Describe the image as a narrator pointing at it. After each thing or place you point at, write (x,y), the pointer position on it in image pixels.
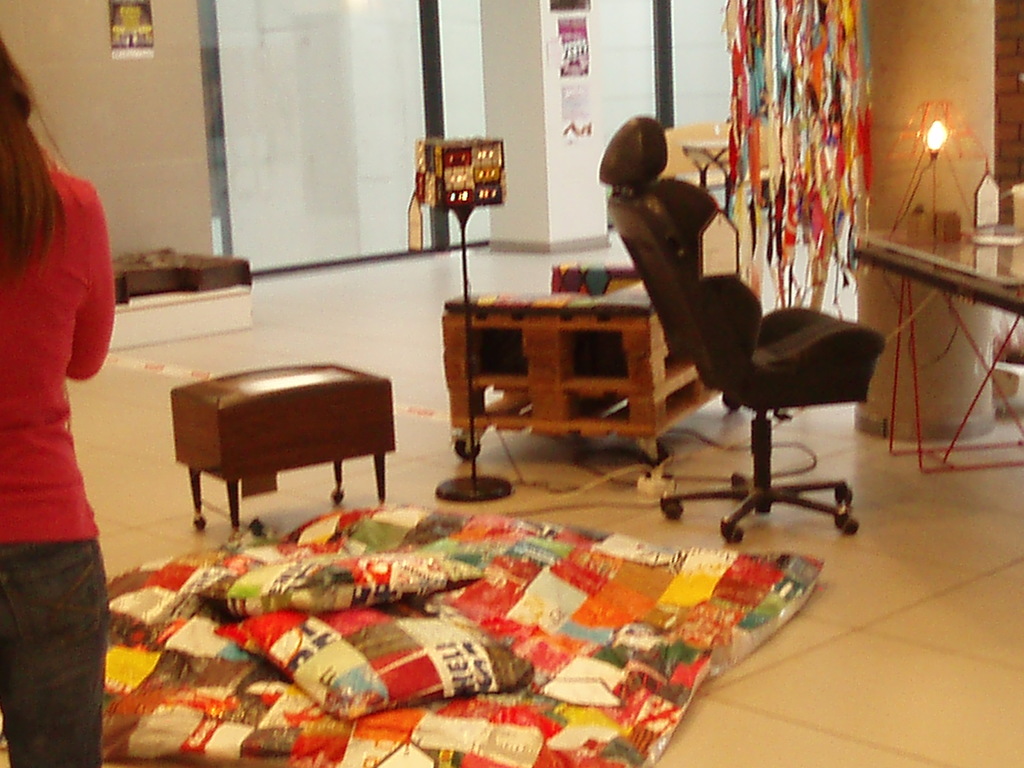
A woman (45,434) is standing on the left side (49,403). On the floor (916,635) there is a sheet (547,608), two pillows (377,601), table (324,429), a stand (471,199), a chair (682,309) is over there. On the right side (965,276) there is a table (949,260). On the table (967,288) there is a table lamp (947,168). There are curtains (789,50) and a wall (339,65) in the background (565,76).
